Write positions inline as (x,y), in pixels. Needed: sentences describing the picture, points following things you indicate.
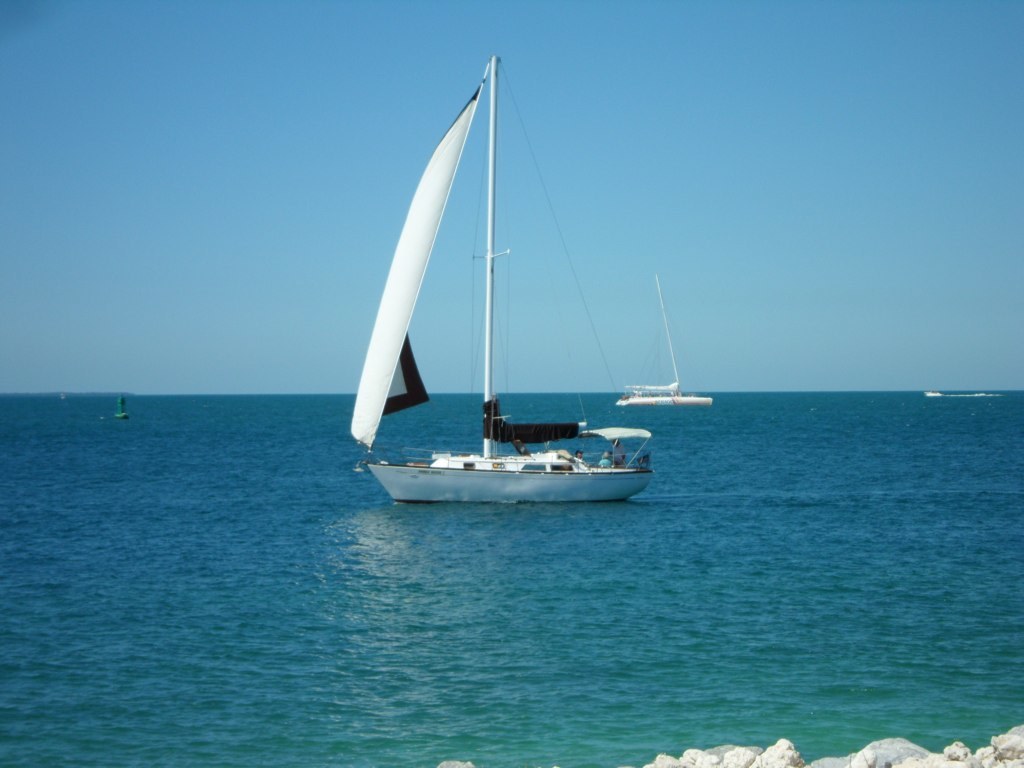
In this image there are two ships (575,481) in white color as we can see in the middle of this image (407,485). There is a sea (401,445) in the bottom of this image (548,609) and there is a sky (679,135) on the top of this image (707,173). There are some stones (778,748) in the bottom of this image (893,751).
